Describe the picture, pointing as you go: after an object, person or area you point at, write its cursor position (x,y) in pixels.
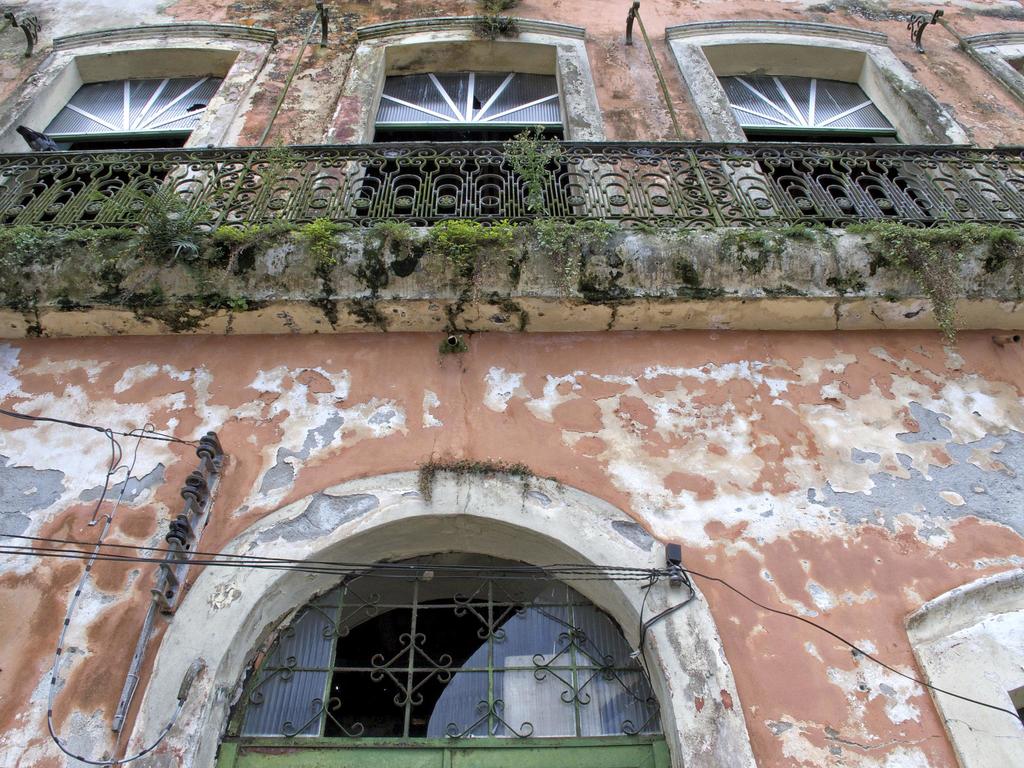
In this image there is a building (795,530). The paint (753,494) is getting fade. There are windows (492,108) with glass (540,96). There is grass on the balcony (618,143).
